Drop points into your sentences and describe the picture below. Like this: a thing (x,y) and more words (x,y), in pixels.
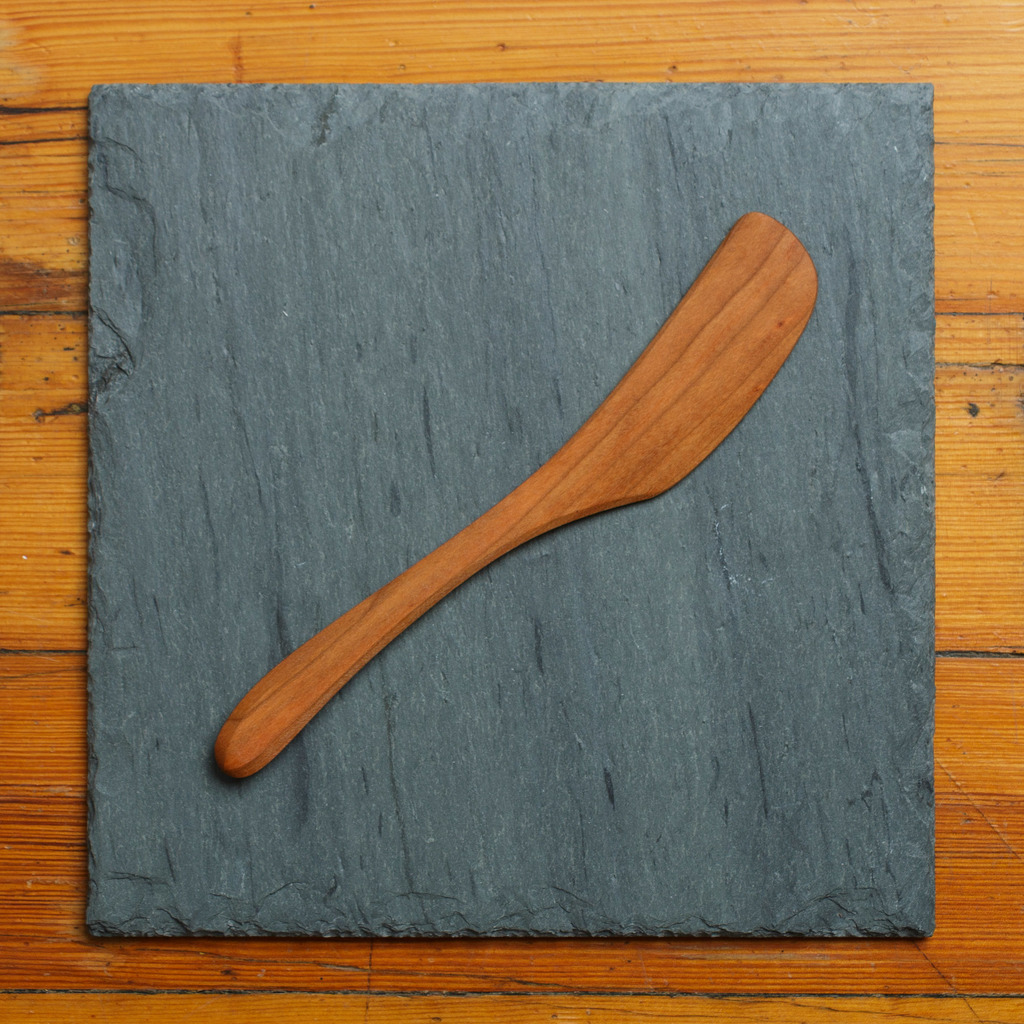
In this image, we can see wooden spatula (308,697) on the slate (180,750). This slate (405,485) is placed on the wooden object (957,978).
